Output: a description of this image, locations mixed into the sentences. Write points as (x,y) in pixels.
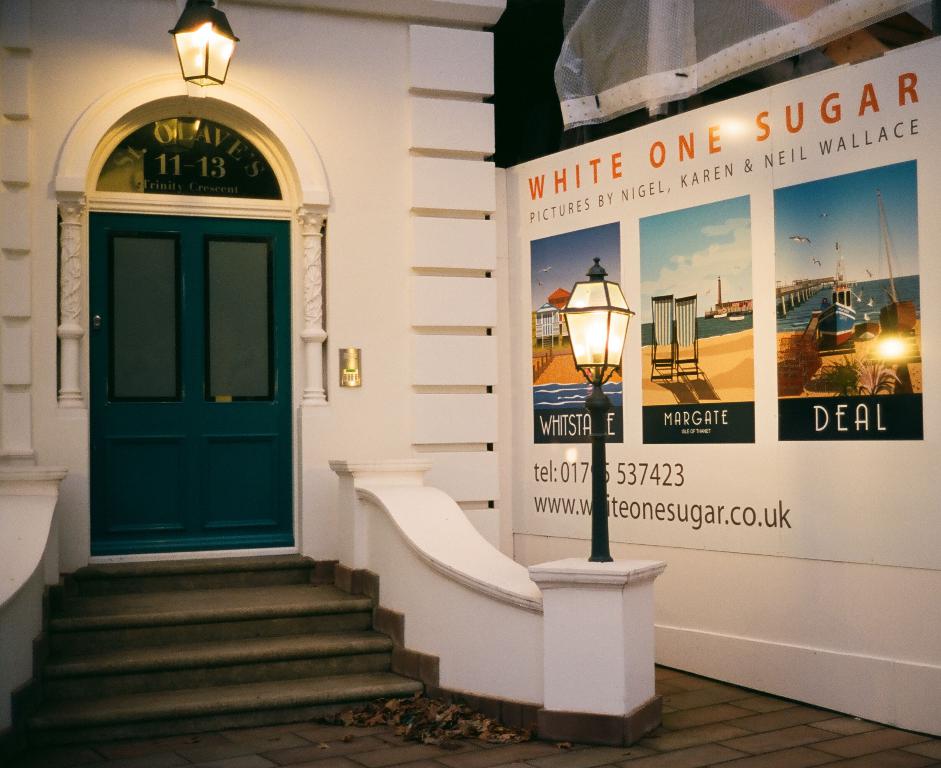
In this picture we can see the stairway (348,612) and the lamps (599,290) and we can see the door (244,325) of the house (407,202) and we can see the text (225,187) on the house (440,265). On the right (657,243) we can see a curtain (653,58) and a banner (833,155) on which we can see the text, numbers (667,476) and some pictures (693,318) containing sky (857,250), water body (814,296), boat (842,330), beach chairs (683,333) and some other objects (541,316).
